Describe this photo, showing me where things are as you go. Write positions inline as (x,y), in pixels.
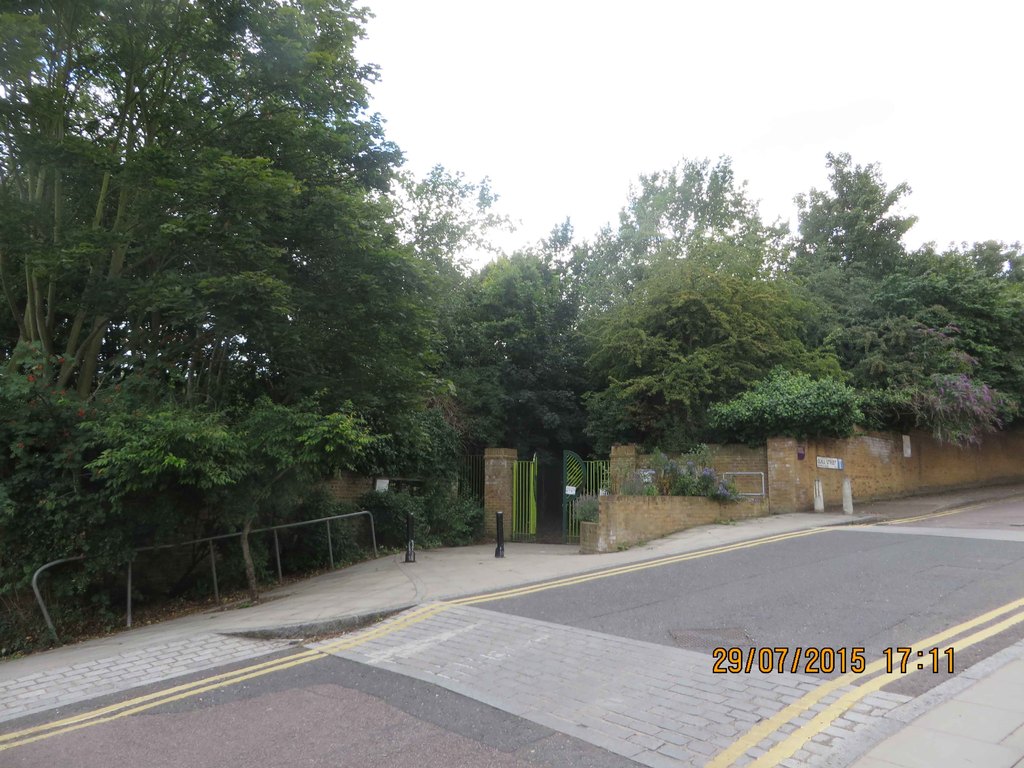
In this picture, we can see the road (688,664), path (392,585), poles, trees (246,539), plants (232,541), poles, gate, wall (811,459), and the sky (498,94), we can see time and date (811,662) on the bottom right side of the picture (827,660).
